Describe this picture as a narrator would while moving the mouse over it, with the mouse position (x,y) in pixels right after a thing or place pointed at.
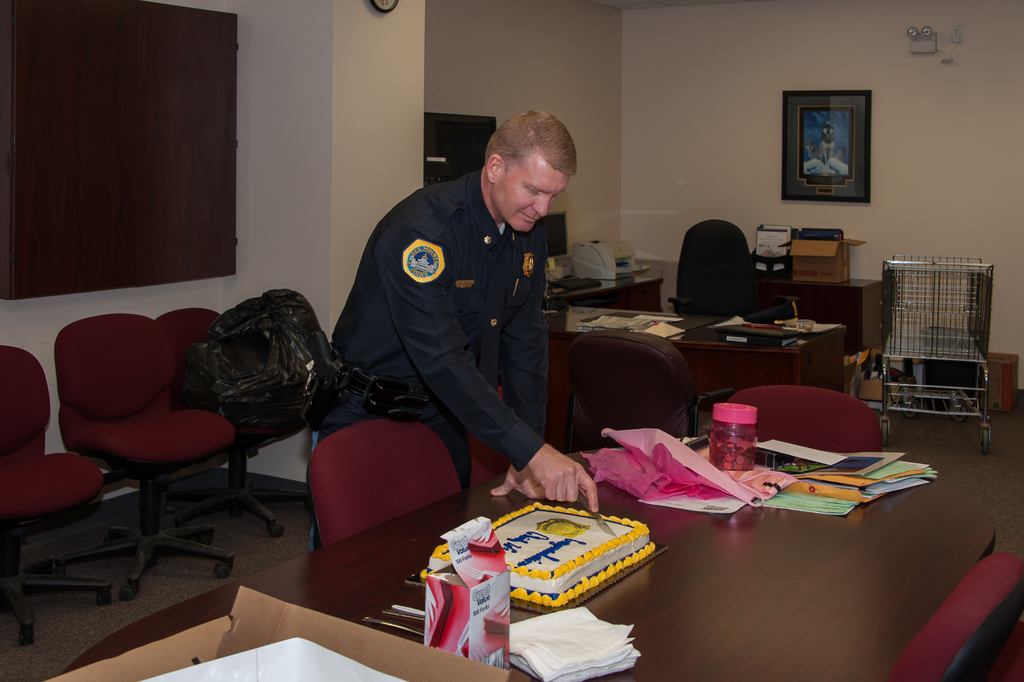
In this picture there is a man (395,415) standing, he has a table (780,632) in front of him, there is a cake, tissues (695,475), books (770,451), papers (858,477) etc kept on it. In the backdrop (903,135) there is a wall (947,202), a trolley (884,349) and there is a notice board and empty chairs (95,403) here.
